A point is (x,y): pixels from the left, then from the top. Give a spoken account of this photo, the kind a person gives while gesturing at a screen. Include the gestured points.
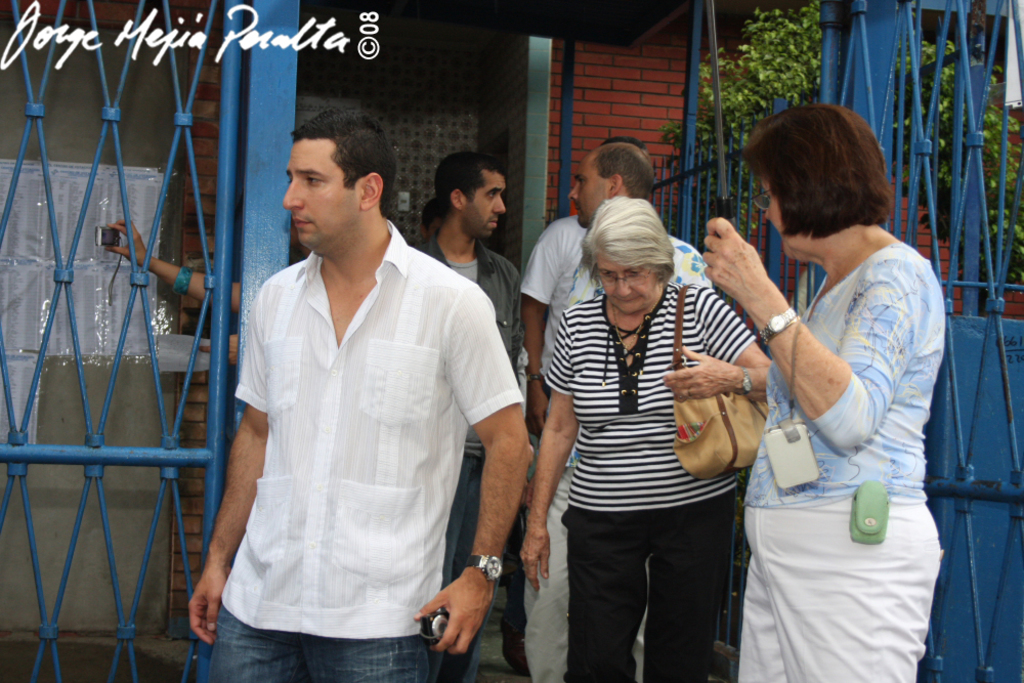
In this picture we can see old women (563,453) and a man (454,453) walking in the front (253,458). Behind we can see blue iron grill (891,124) and brown brick wall (636,127).
